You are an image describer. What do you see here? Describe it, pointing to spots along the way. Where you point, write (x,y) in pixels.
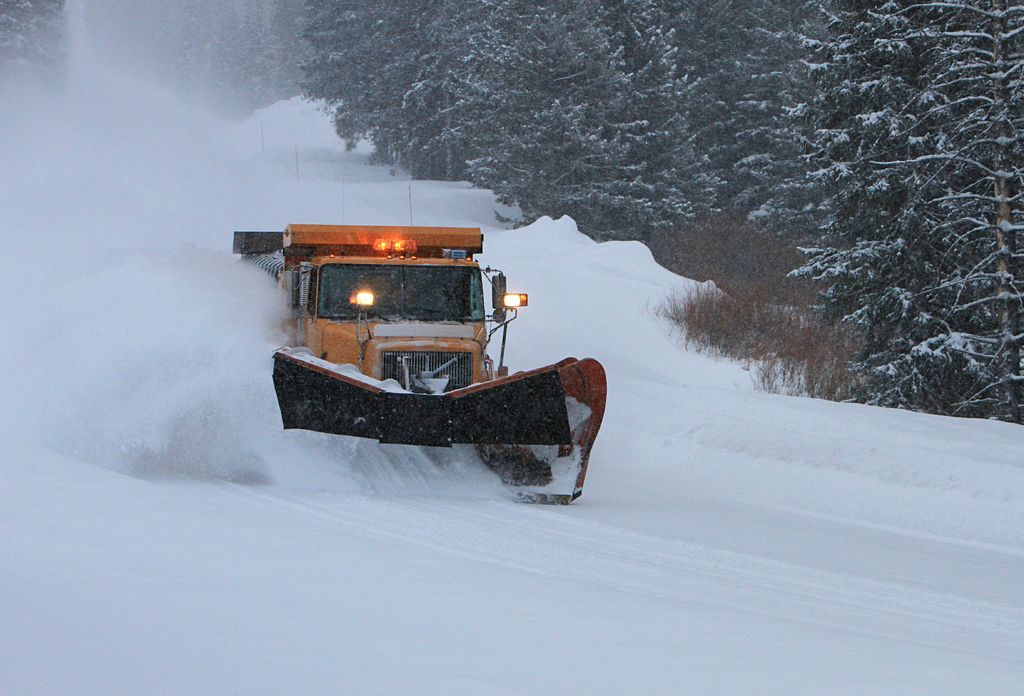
In this image I can see ground (673,669) full of snow (744,552) and on it I can see a yellow colour vehicle (348,338). I can also see few poles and number of trees (503,162).
